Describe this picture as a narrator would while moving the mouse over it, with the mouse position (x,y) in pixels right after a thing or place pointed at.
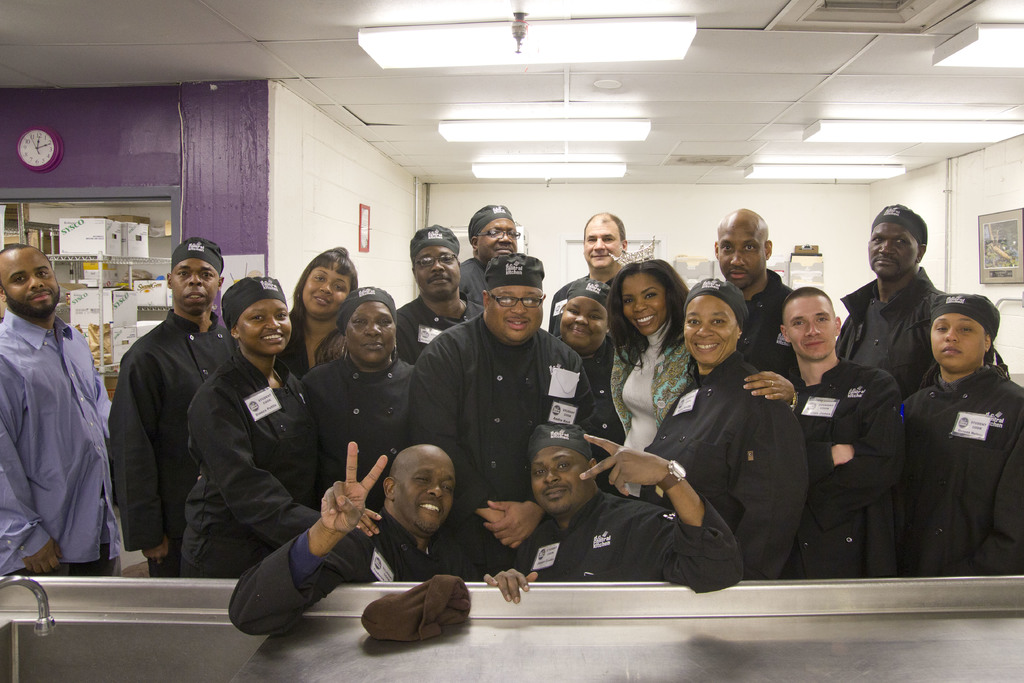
In this picture there are people (467,505), among the few persons (58,574) smiling and we can see metal objects (68,590). In the background of the image (77,289) we can see clock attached to the wall (267,236), poster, frame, board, glass (57,223) and objects (110,227), through glass (128,294) we can see boxes (102,242) in racks (140,236). At the top of the image (551,171) we can see ceiling (663,92) and lights (623,26).
